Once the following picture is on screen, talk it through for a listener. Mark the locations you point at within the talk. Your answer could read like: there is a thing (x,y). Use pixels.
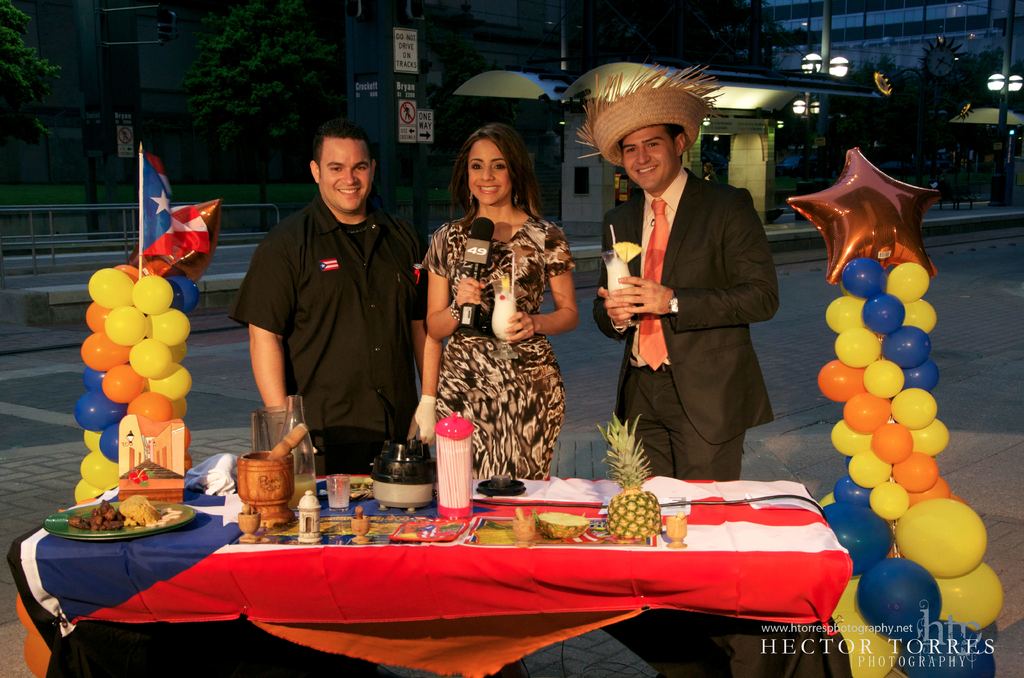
In this picture, we see three people (650,239) standing on the road (574,471) in front of the table (551,577) and all of them are smiling. Woman (545,280) in the middle of the picture (530,429) wearing brown and white dress (487,367) is holding microphone (476,258) in one of her hands (479,301) and in the other hand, she is holding a glass (497,315) containing liquid (512,307). Beside her, man (635,237) in black blazer (689,264) is also holding a glass (619,273) containing liquid (607,278) in his hand (618,298) and he is even wearing a hat (596,119). On the table (380,570), we see pineapple (622,455), plate (89,517) containing food (123,526), bottle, glass (335,494) and wooden items (360,512). On either side of them, we see balloons (837,389) which are in yellow, orange and blue color. There are many trees (329,78) and buildings (924,46) in the background (574,192). This picture is clicked in the dark.
